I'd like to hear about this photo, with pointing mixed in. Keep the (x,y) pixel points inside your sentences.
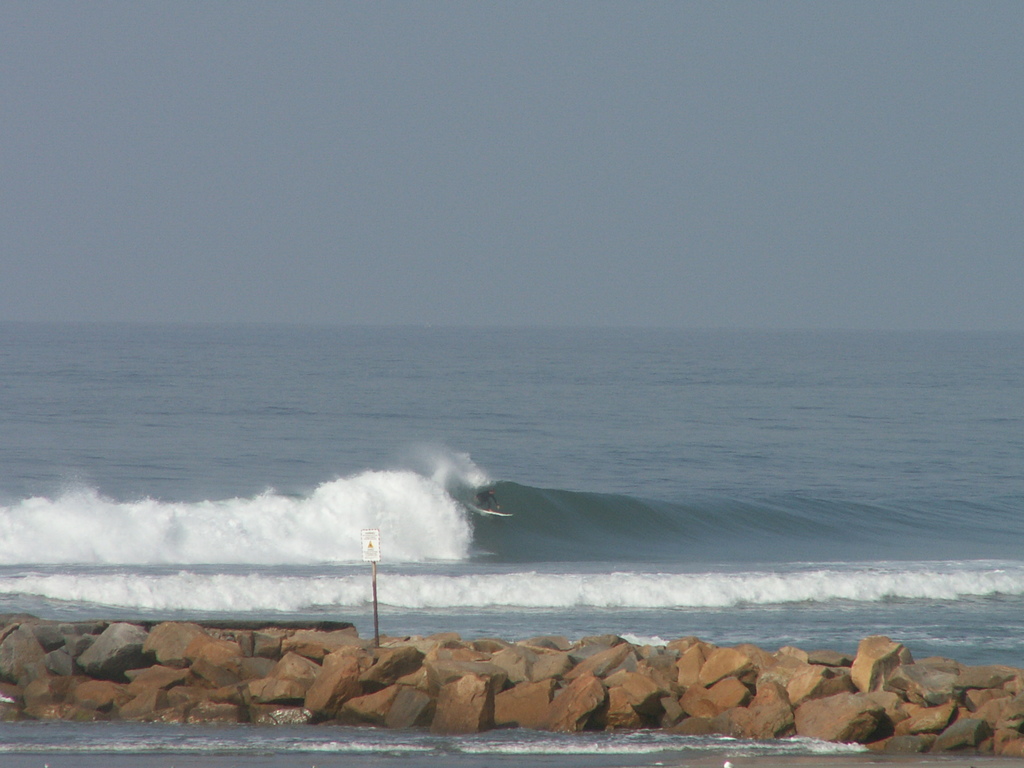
In the image I can see white color board (367,555) attached to a pole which is on the rocks (407,669). In the background (401,501) I can see the water (435,391) and the sky (355,195).
